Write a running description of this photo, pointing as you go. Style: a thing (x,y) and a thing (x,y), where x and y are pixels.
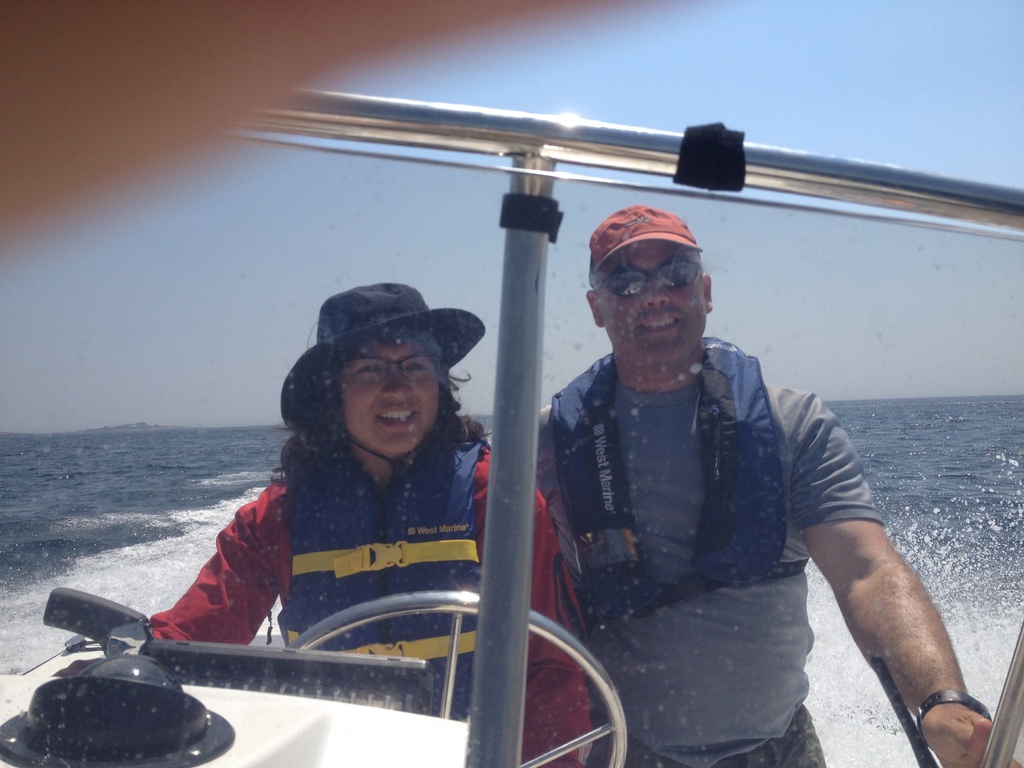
It seems like a man (664,473) and a woman (450,483) on the boat (448,725). In the background (941,453), we can see water (938,410) and the sky (664,121). At the bottom of the image (43,747), we can see a steering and black color objects (244,679). In the foreground of the image (511,392), we can see a metal object (515,153).
